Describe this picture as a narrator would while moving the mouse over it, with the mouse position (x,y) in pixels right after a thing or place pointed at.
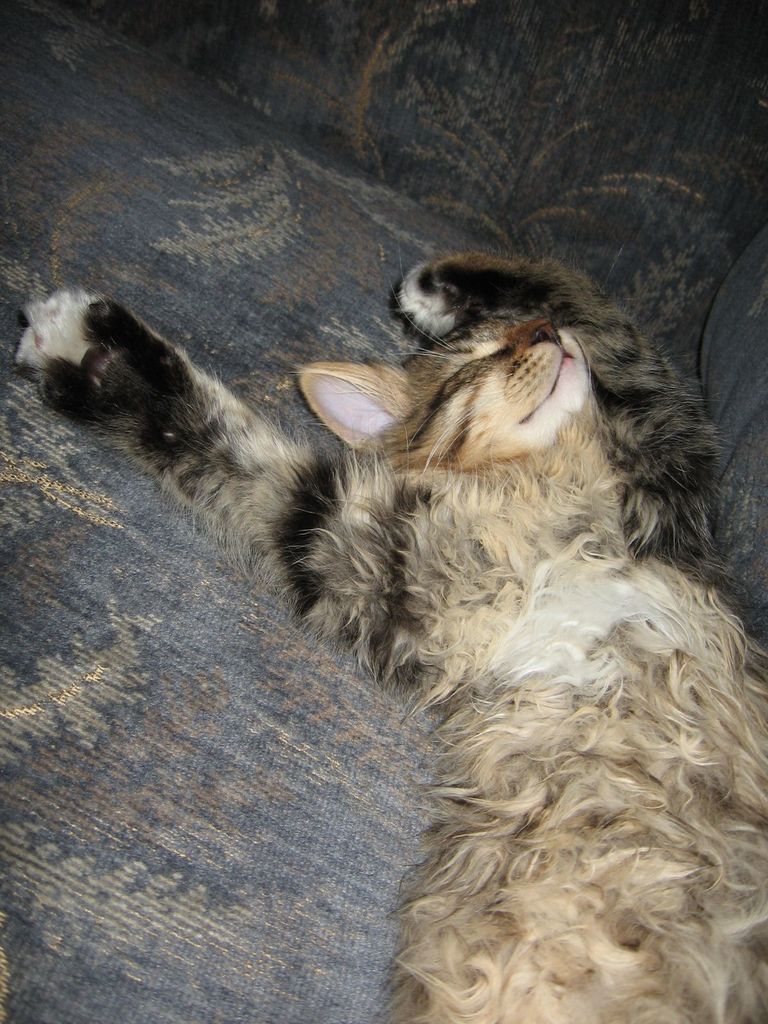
In this picture there is a cat (536,624) sleeping on the couch (198,528).
